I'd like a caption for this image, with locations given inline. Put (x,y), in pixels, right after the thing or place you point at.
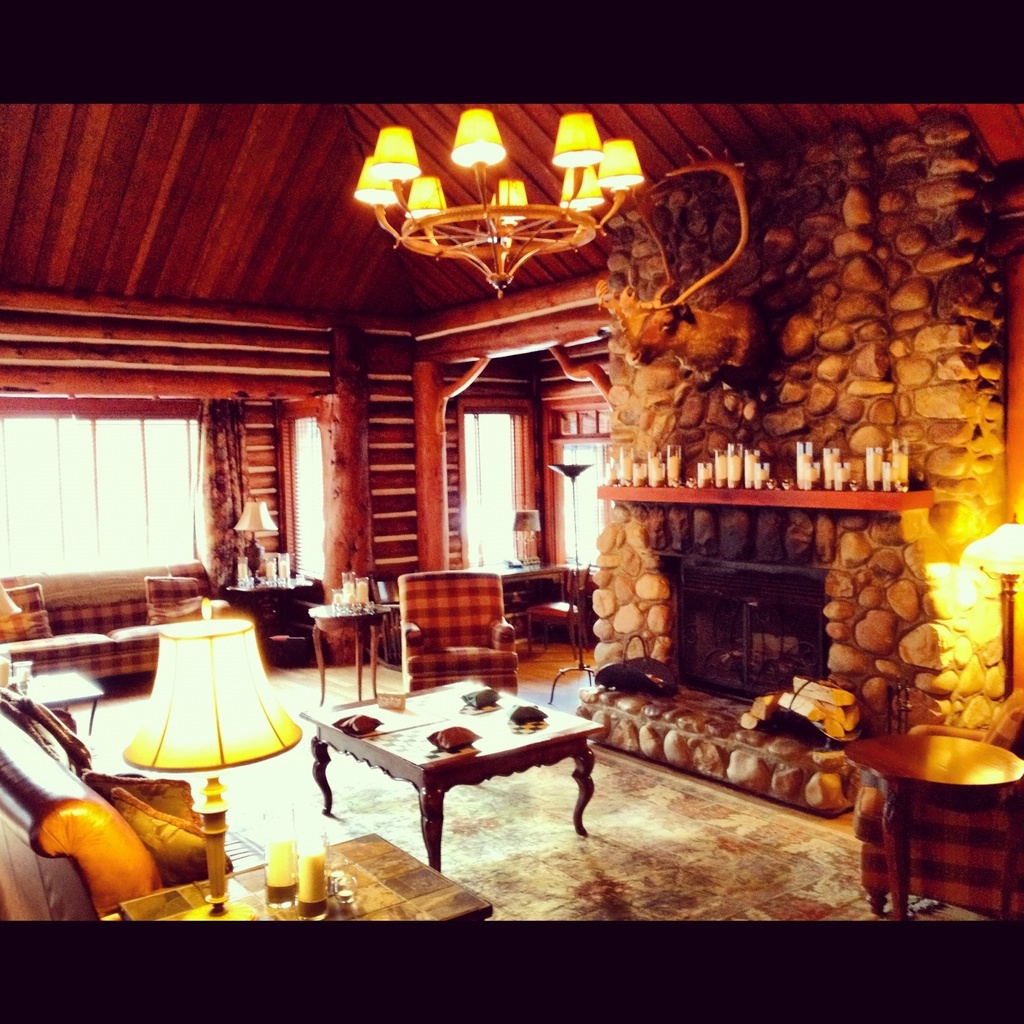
The image is clicked in a room (19,207), in this room (476,480) there are tables (404,713), couches (61,607), pillows (203,820), candles (286,885), lamps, fireplace (772,615), wooden logs (795,693), windows (486,505), curtains (240,484), stone walls (918,414) and various objects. In the top (440,201) there are chandelier (518,191), deer head (666,314) and roof (304,165).
